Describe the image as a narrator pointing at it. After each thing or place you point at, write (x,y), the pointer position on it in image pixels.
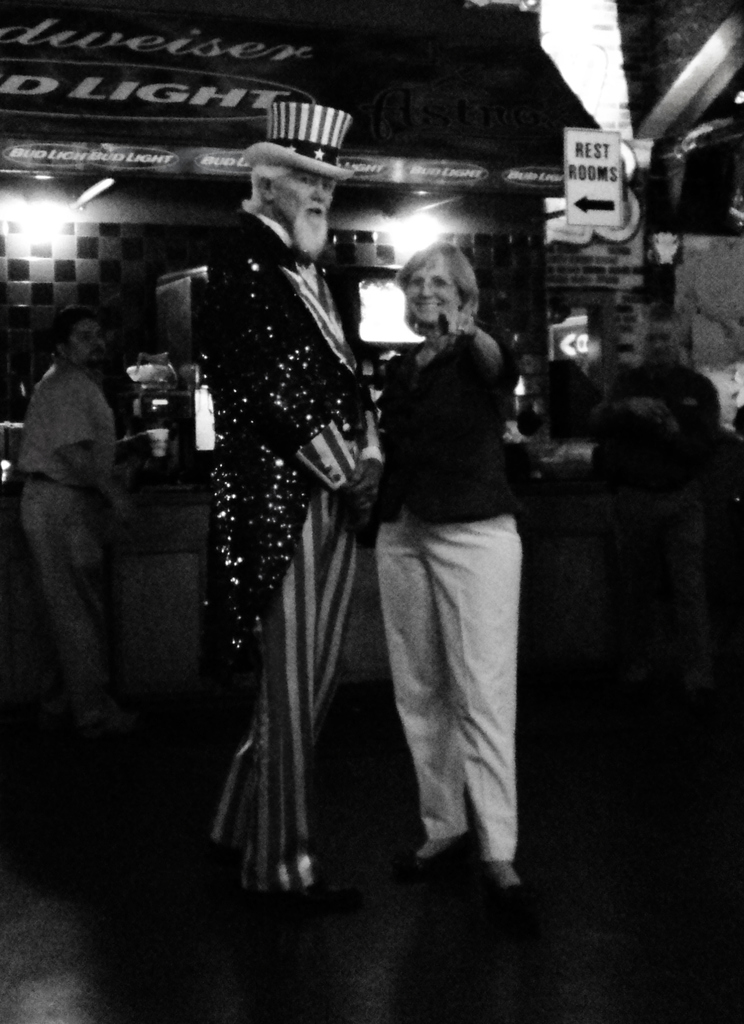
This is a black and white image. In this image we can see some people (301,738) standing on the floor (332,946). In that a man (277,714) is wearing a costume (264,660) and the woman (441,456) is pointing. On the backside (531,451) we can see a signboard (593,179), some objects (580,377) placed on the table (124,550), lights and some text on a wall (476,253).
